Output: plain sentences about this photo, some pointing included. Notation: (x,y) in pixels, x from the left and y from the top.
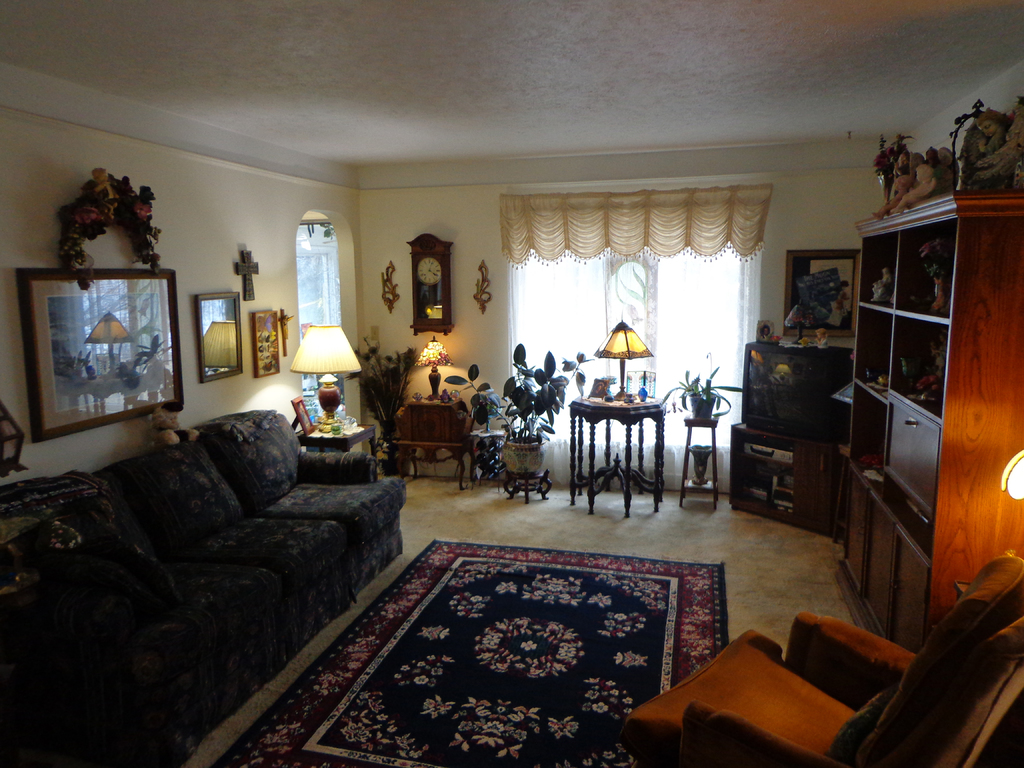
This is the inside view of a room (466,519), in this image there are couches (300,600), sofas (270,473), carpet (472,626) on the floor (411,533), wall clocks (418,238), photo frames (120,357) and some other objects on the walls (783,287), curtains (679,249) on the windows (713,304), some objects (935,312) on the wooden cupboards (924,414), lamps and some other objects (596,379) on the tables (607,451) and stools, flower pots (539,427), television (757,417) on the table (782,441), on top of the television (779,350) there are some objects (803,322), on the left side of the image (319,238) there is an entrance (313,289) into another room (328,297).
